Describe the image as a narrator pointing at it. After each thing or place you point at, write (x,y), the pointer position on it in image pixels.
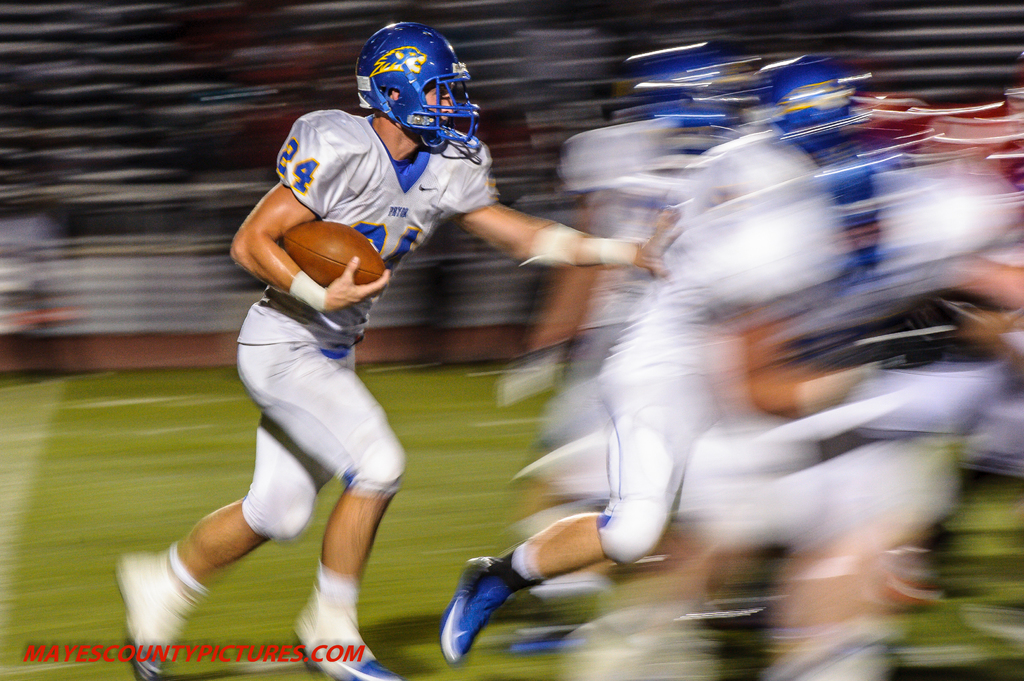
In this picture there is a person (252,213) running, he is a football player (395,238). He is wearing a blue helmet (479,148) and there are also some other players (610,338) in front of him.
